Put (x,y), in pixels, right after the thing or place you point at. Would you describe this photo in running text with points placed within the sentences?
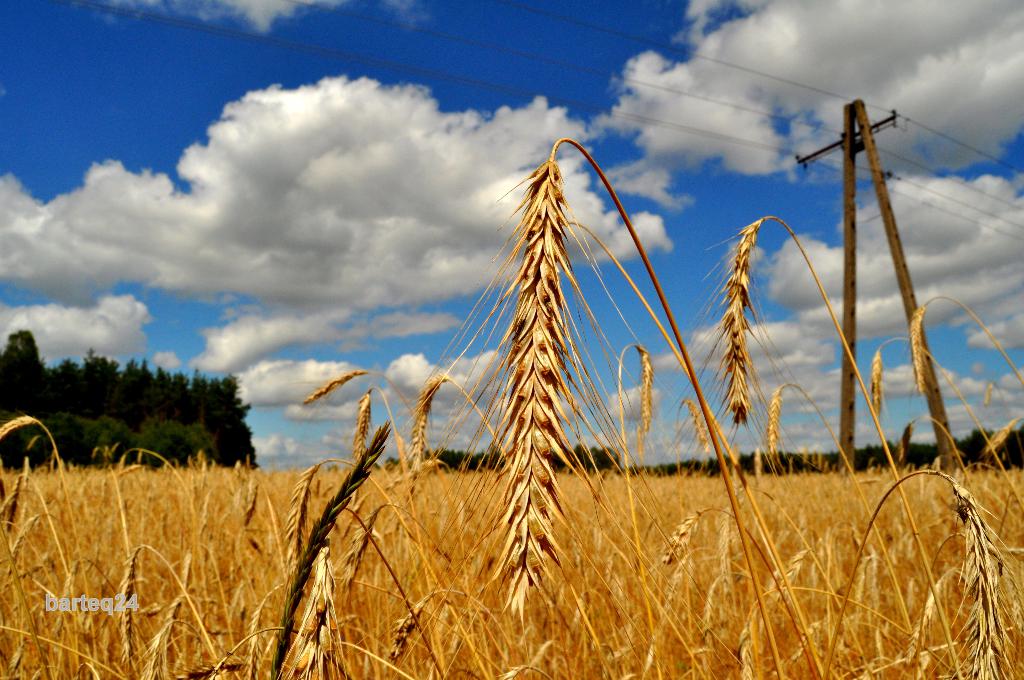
In this image in the front (204,490) there is dry grass (602,527). In the background (867,152) there are trees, there is a pole (877,180) and there are wires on the pole (889,120) and the sky (719,170) is cloudy.
